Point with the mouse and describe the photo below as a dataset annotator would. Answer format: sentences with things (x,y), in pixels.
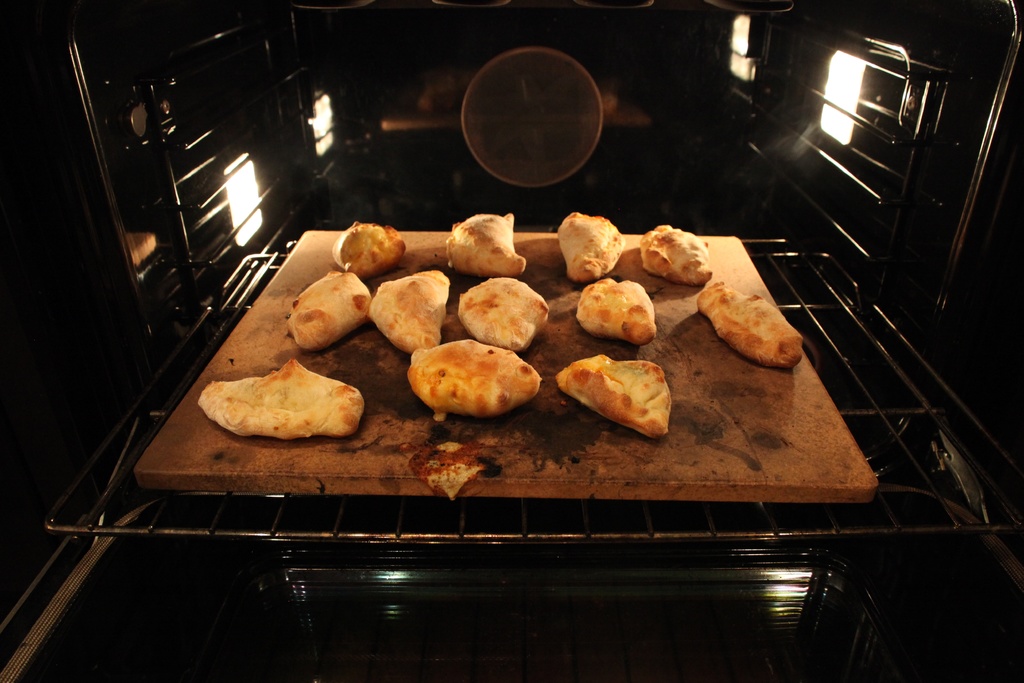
In the middle of this image (386,254), there are food items (312,317) arranged on a stone plate (716,368). This stone plate (373,460) is placed on a oven rack (229,500). In the background (843,133), there are lights (830,74) arranged. And the background (349,150) is dark in color.
